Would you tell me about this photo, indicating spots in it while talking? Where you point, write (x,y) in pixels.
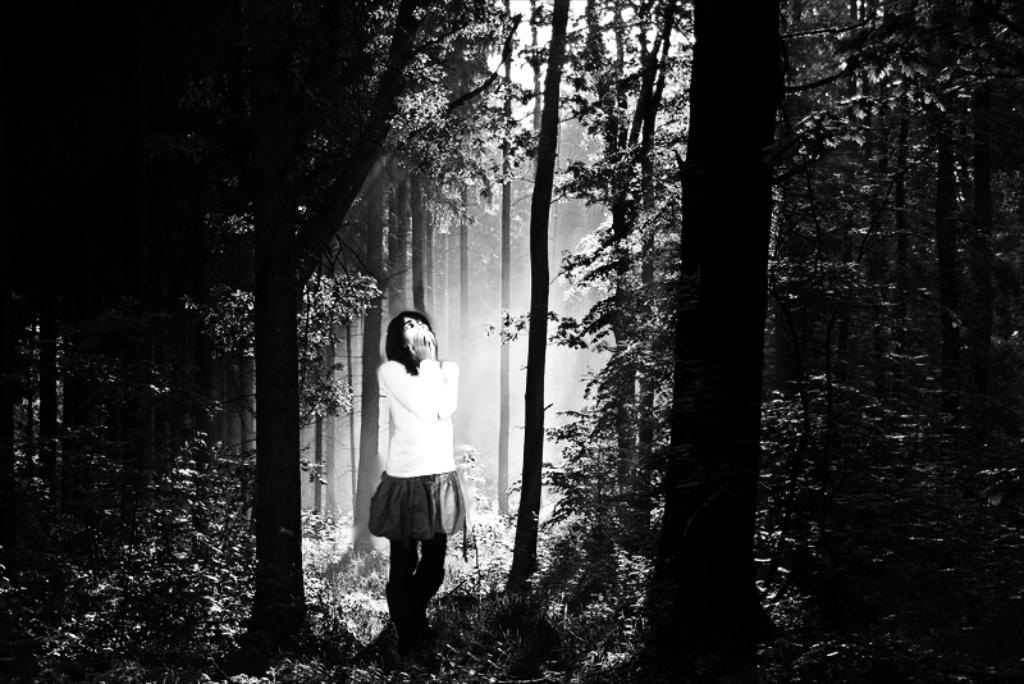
In this picture I can see there is a woman (428,444) standing here, she is wearing a white shirt (425,428) and a skirt (399,527) and there are trees (353,500) and plants (572,634) around her.
